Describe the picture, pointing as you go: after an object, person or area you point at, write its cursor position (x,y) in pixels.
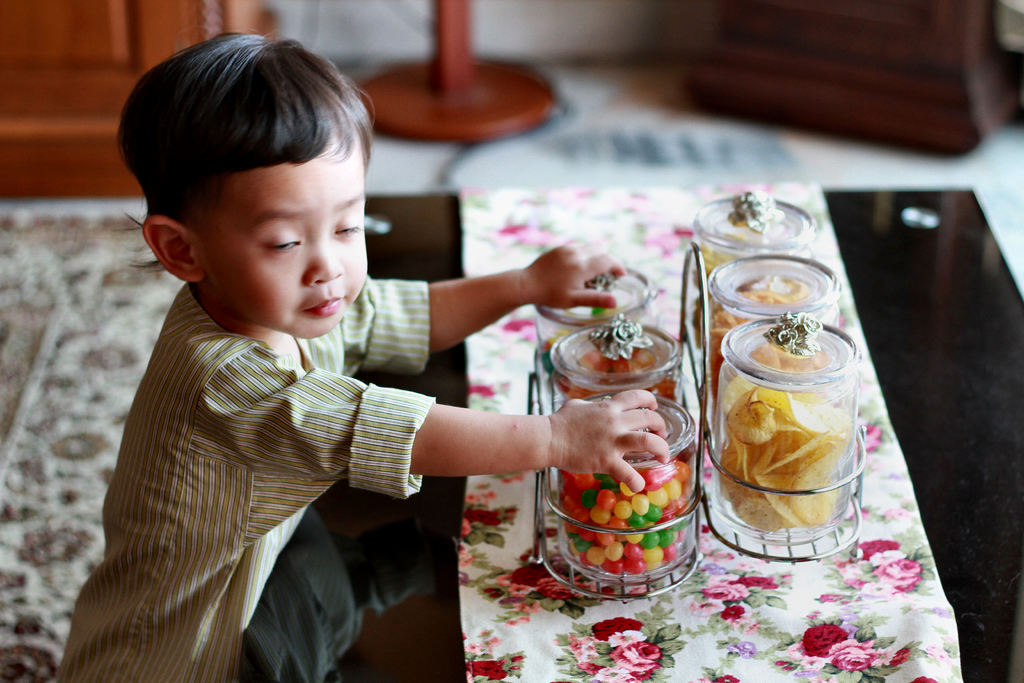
In the center of the image (356,343) we can see a kid (227,420) is holding some objects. In front of him, we can see one black color object (411,219). On that object (896,229), we can see a cloth (618,609) and a few jars (745,396) on a jar stand (696,539). In the jars (728,516), we can see some food items (642,339). In the background (325,41) there is a wall (533,28) and a few other objects (750,28).
